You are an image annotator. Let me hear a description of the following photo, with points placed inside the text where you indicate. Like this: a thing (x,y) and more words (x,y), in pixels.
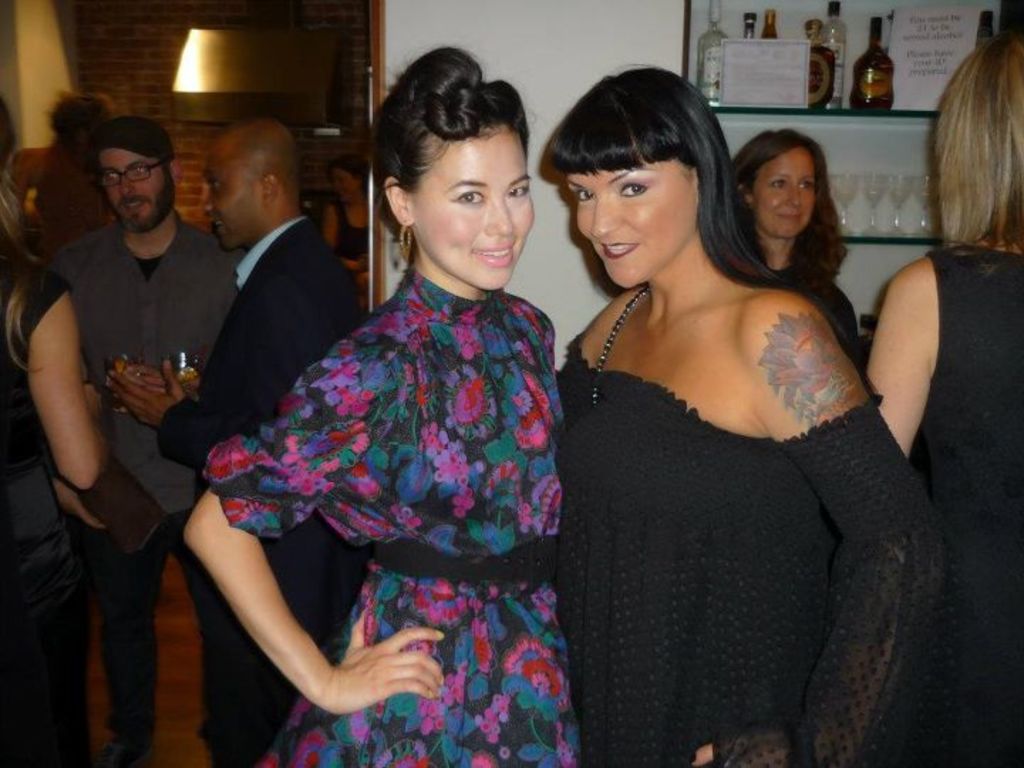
In the middle of the image (412,315), there are two women (490,170) in different color dresses (410,309), smiling and standing. In the background (97,272), there are other persons (29,156) standing, there are bottles (837,51) and glasses (900,189) arranged on the shelves (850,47), there is a white wall (525,8) and there is a light (199,57).
